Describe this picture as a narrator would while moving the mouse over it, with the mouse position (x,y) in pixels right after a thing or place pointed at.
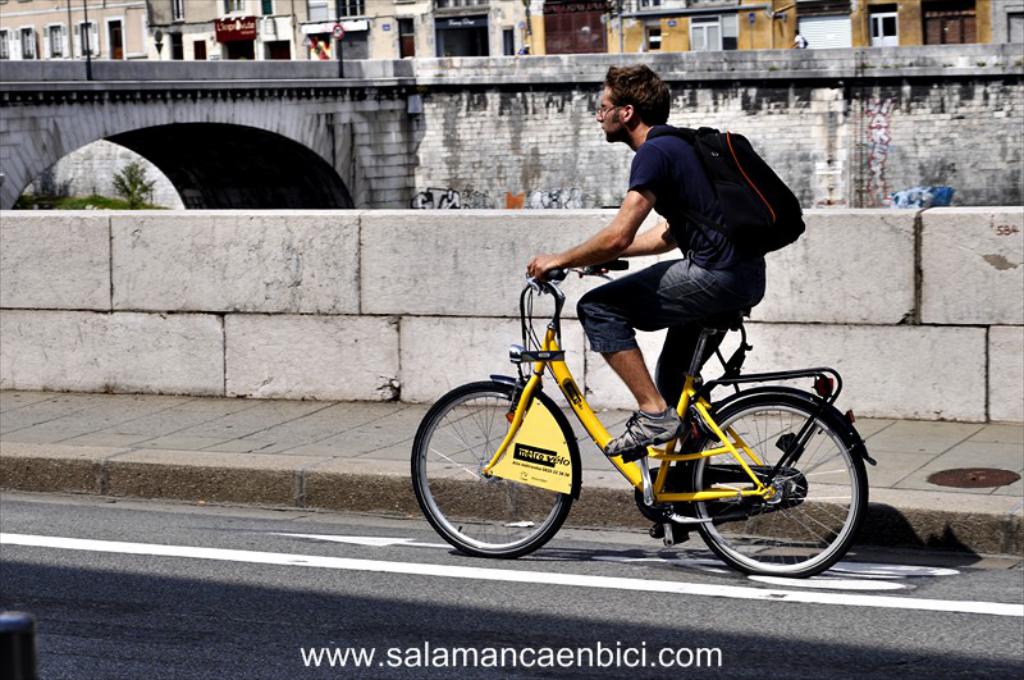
This picture is taken on road side (950,438), There is a road (533,615) in black color in the middle (528,417) there is a man (691,333) riding a bicycle (728,419) which is in yellow color, In the background (332,265) there is a wall (186,323) in white color and there is a bridge (217,75) in white color.
